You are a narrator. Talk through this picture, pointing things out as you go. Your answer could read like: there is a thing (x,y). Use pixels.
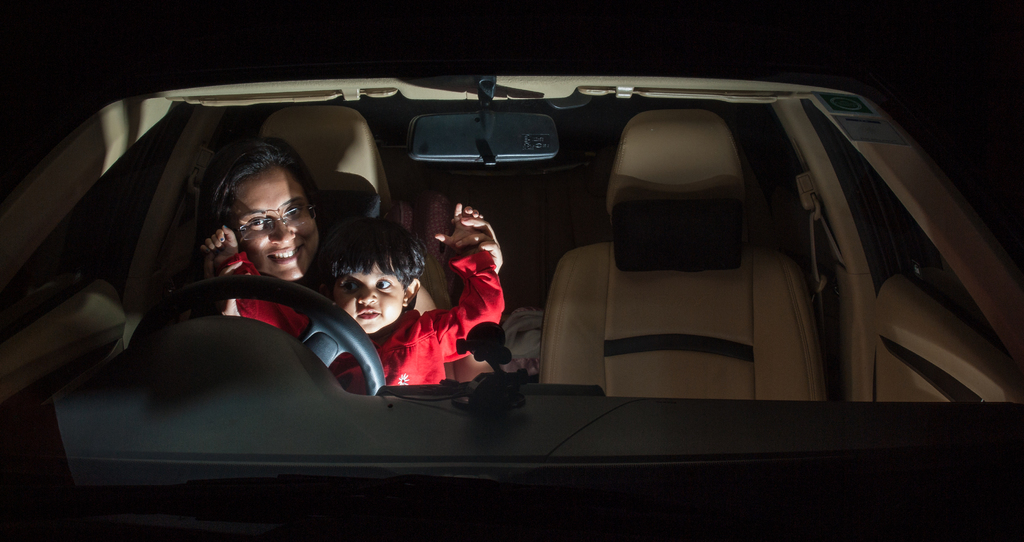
This is a car (741,215). One lady (306,229) is sitting on the driving seat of this car (281,288). One child (357,309) is sitting on the lap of the lady (287,265). The lady (291,225) is smiling.
